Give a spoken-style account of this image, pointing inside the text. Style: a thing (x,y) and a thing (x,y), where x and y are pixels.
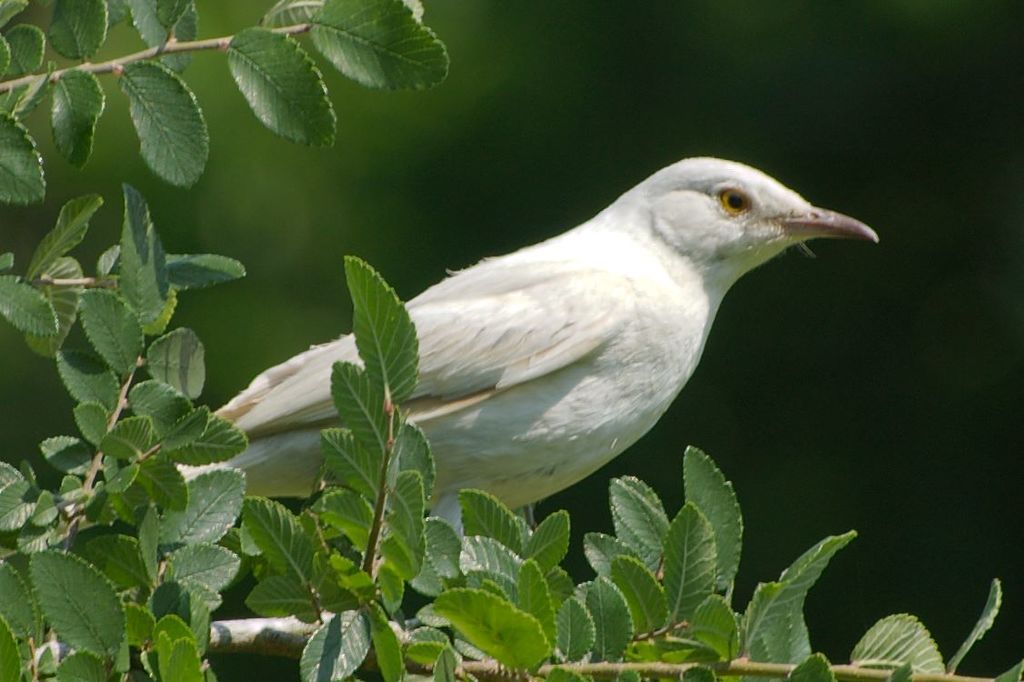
In this image, there are some green color leaves (93,636), there is a white color bird (603,398) sitting on the plant (107,514).
